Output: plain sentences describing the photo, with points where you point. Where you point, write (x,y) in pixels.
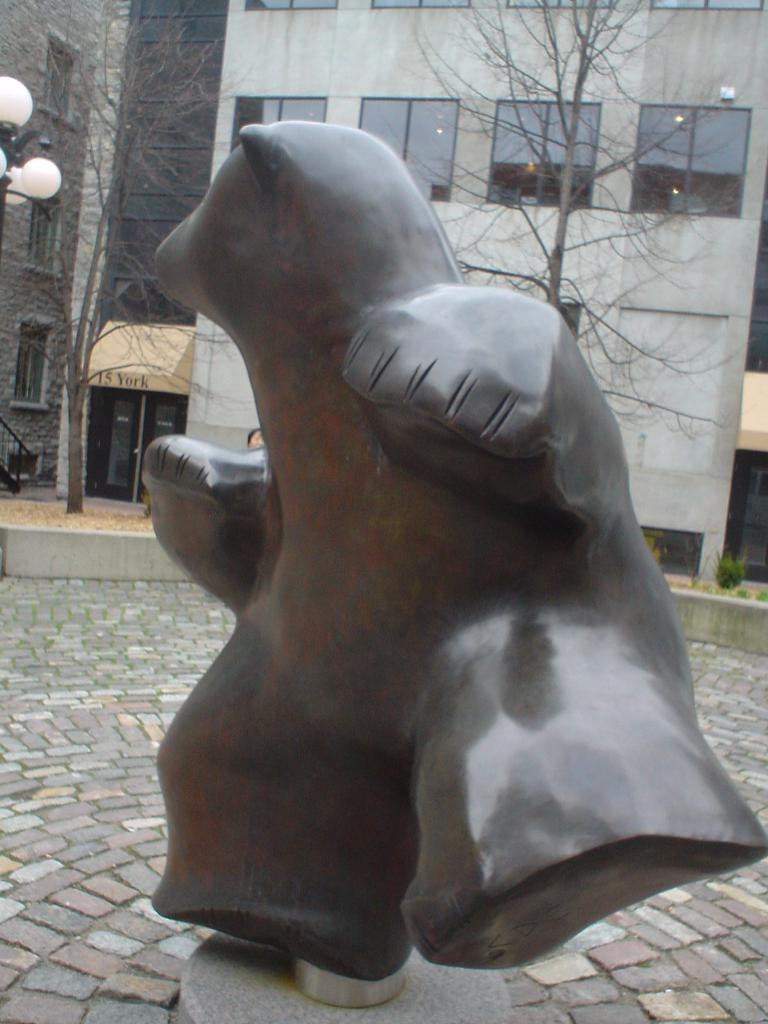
In this image we can see a statue (315,950) on a platform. In the background (724,365) there are buildings (106,421), windows (162,18), glass doors (109,402), plants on the ground (64,714), lights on a pole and other objects (75,552).
